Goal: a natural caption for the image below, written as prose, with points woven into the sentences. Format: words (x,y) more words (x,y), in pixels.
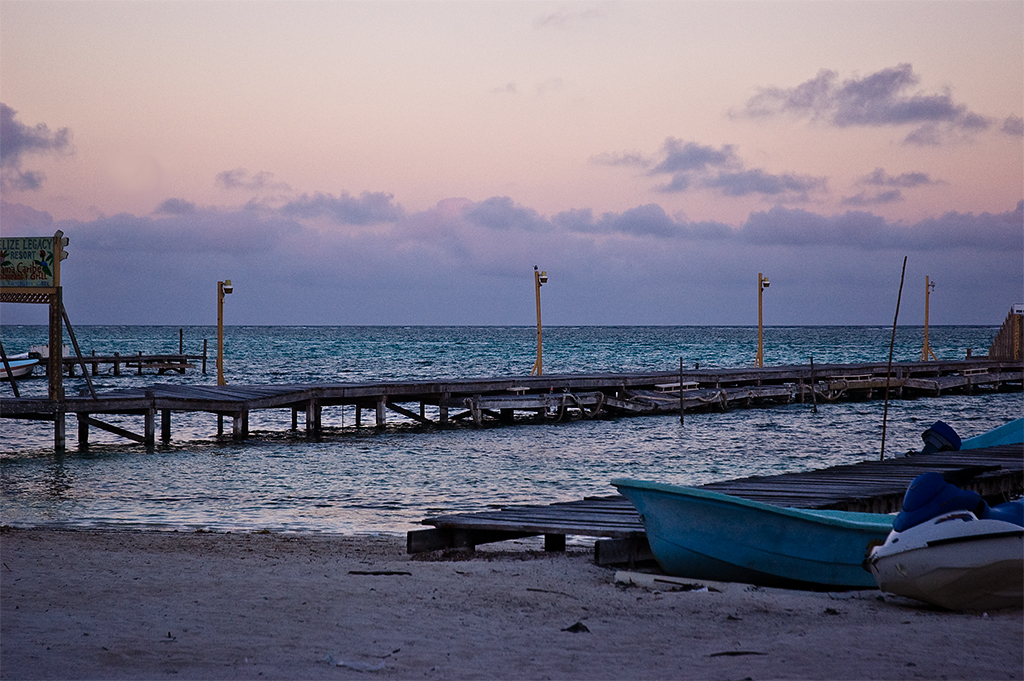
In this image, we can see board bridges (779,373) and there are poles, boats (875,518) and we can see boards (25,272). At the top (537,177), there are clouds (486,204) in the sky (447,266) and at the bottom (344,479), there is water (328,490) and sand (249,619).
